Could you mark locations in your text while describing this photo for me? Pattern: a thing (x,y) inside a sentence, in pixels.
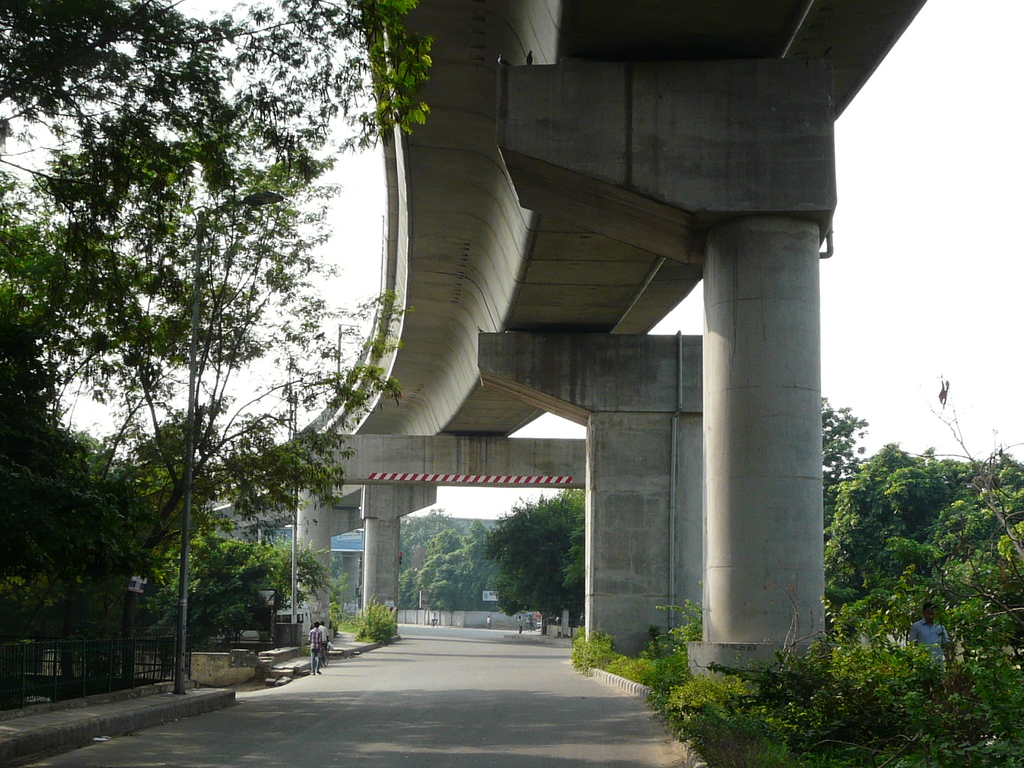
In this image we can see a flyover (495,382), there are some pillars (665,511), trees (337,596), poles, fence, people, boards (336,548) with some text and the wall (420,617), also we can see the sky (1012,343).
